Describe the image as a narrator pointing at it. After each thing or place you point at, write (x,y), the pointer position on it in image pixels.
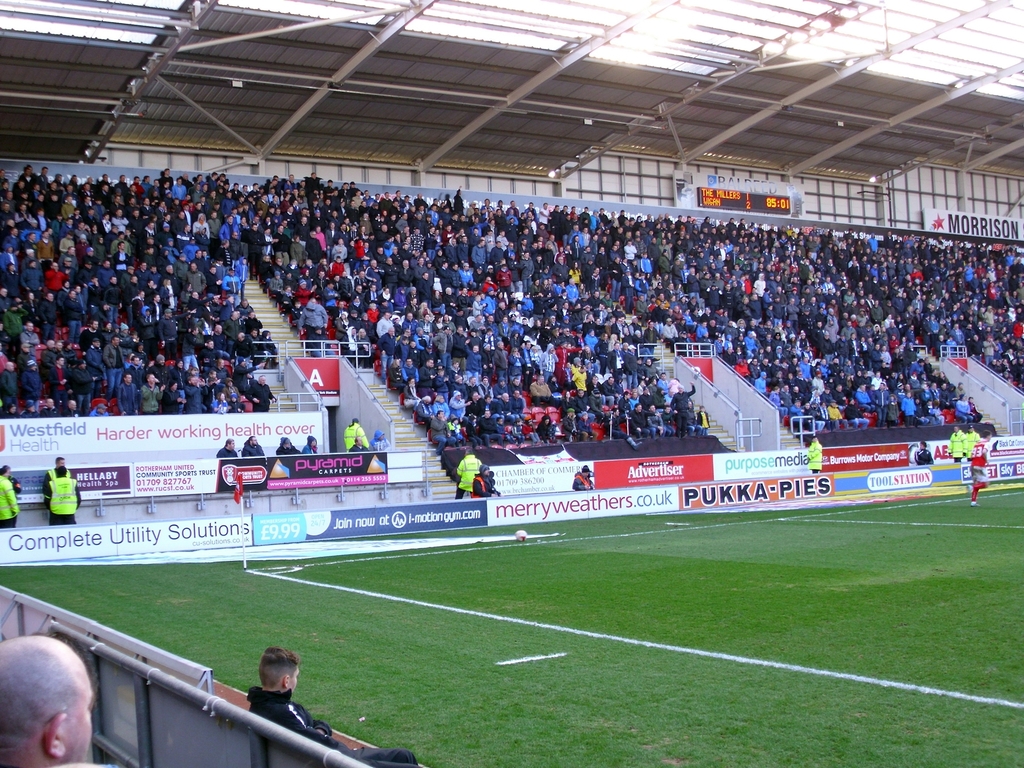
At the top of the image (626,98) we can see a shed (615,99), iron bars (386,26), spectators (296,240), advertisements (177,475) and information boards (961,215). At the bottom of the image (308,718) we can see a person (976,480) in the sports ground (685,573) and some persons (27,646) sitting in the benches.
